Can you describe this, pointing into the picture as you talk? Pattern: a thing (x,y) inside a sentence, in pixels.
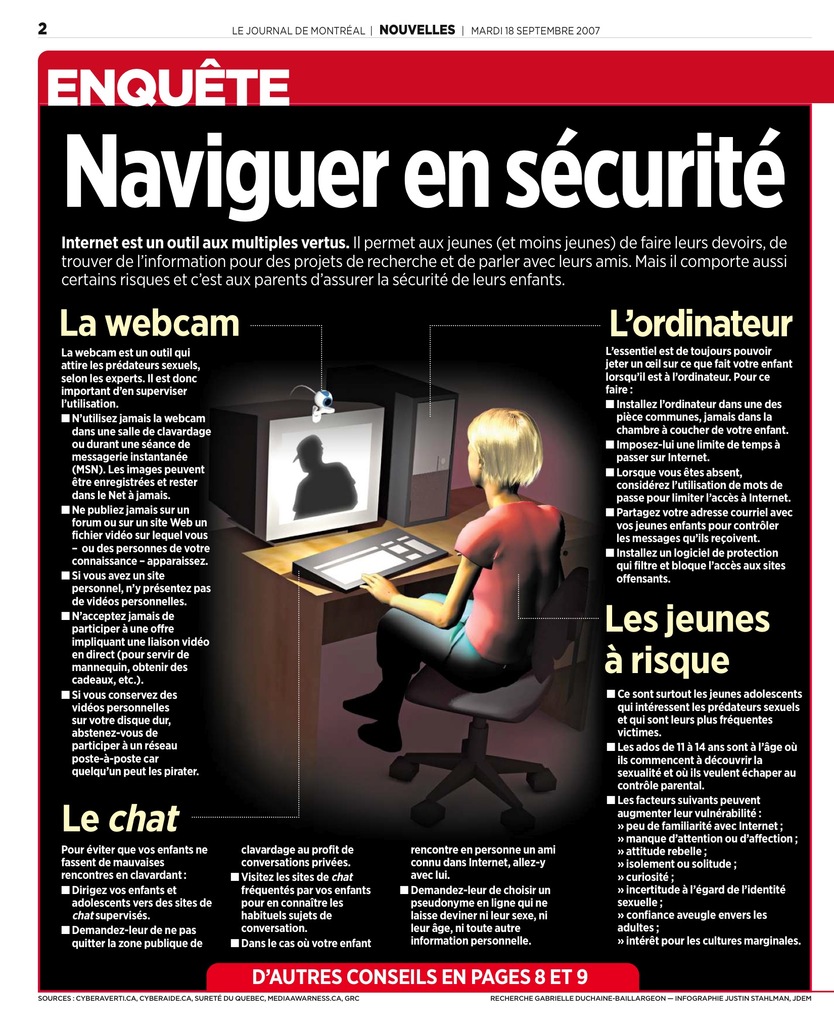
In this image I can see a person (486,550) sitting on the chair (477,704). I can see a system (325,497), keyboard (378,562) and CPU (423,473) on the table (279,560). Something is written on it. It is in black and red color. It is a poster (315,121).
